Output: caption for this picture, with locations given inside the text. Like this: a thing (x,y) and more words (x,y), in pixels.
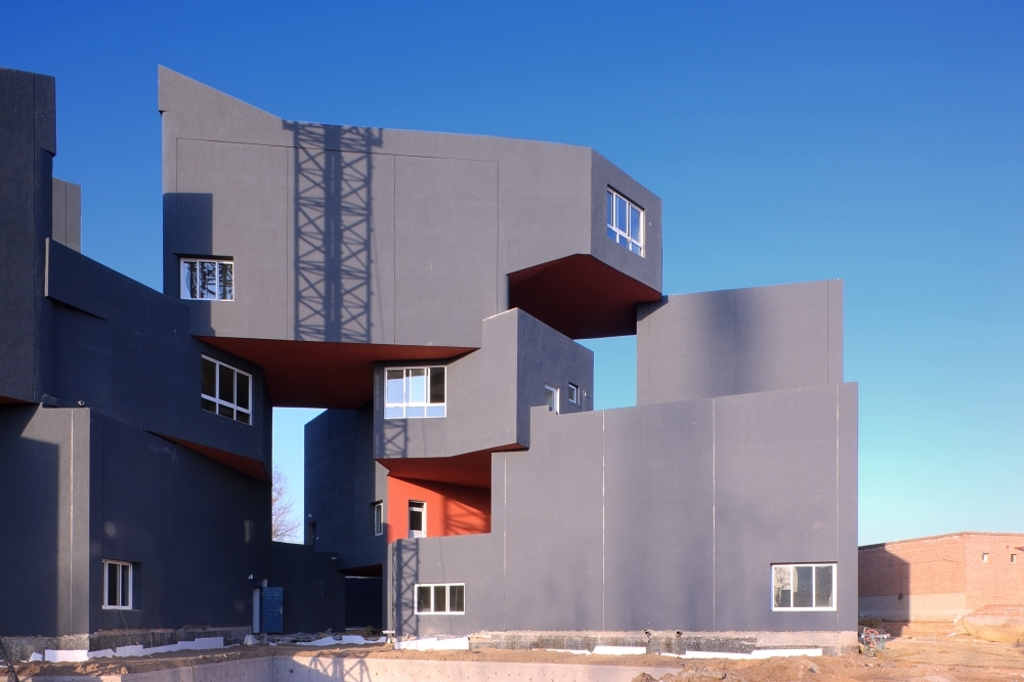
The picture consists of a building (385,270) painted grey. The picture consists of windows (217,393) to the building (585,583). On the right (917,584) there is a small house (973,575) with brick wall (962,596). In the foreground (522,665) there is sand (889,660). Sky (301,429) is clear and it is sunny.
